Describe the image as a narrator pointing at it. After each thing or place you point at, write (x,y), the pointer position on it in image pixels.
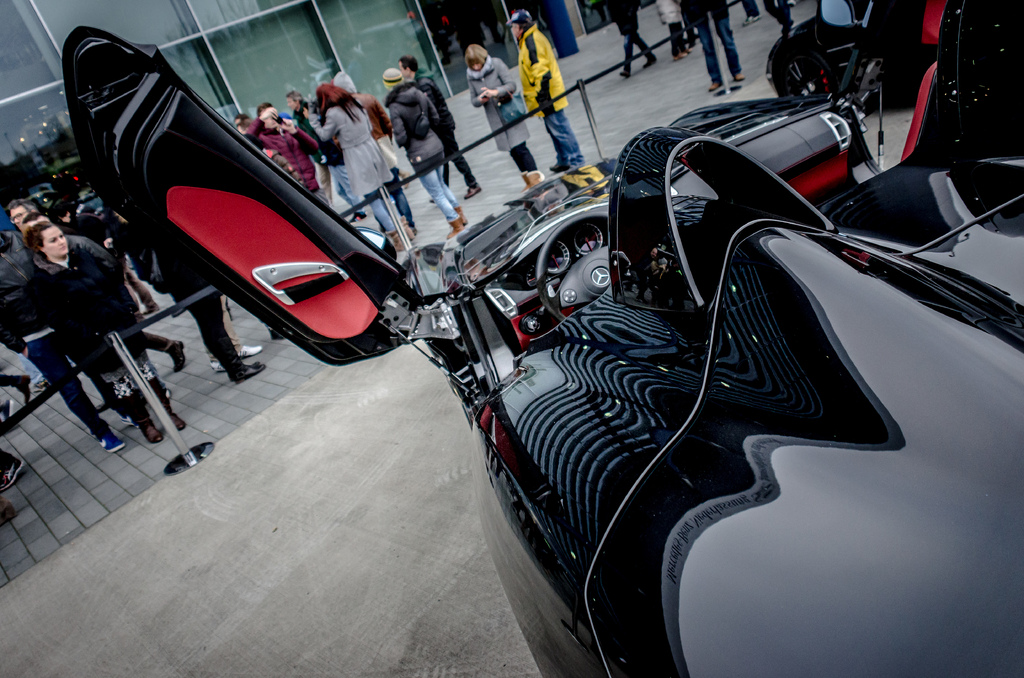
In this picture we can see there are two vehicles (722,276) on the path (352,511) and in front of the vehicles (503,348) there are pole and rope barriers (124,353). In front of the vehicles (515,368) there are some people (75,286) standing and behind the people (142,352) there is a building (189,37).
